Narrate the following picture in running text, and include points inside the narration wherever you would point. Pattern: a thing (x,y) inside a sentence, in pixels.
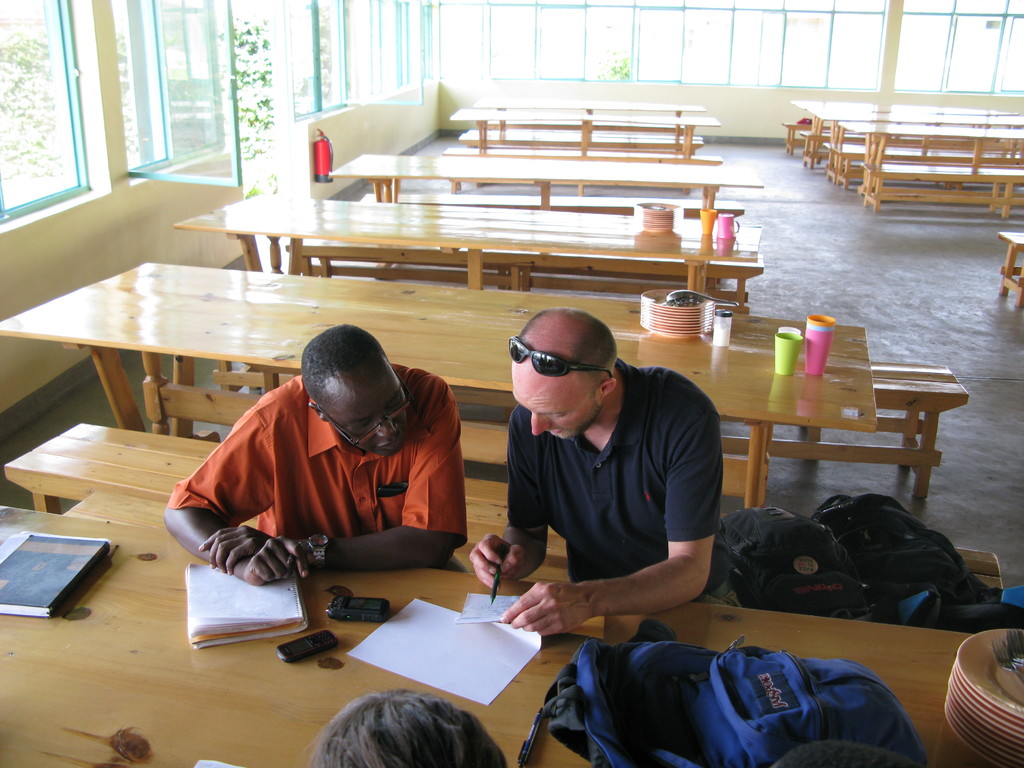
In the center (348,386) we can see two persons (592,443) they were sitting and the right side person (574,507) he is holding paper (492,605) and pen (494,586). On the table (475,659) there are some objects (514,657). Coming to the background (550,126) we can see some tables (596,182).
